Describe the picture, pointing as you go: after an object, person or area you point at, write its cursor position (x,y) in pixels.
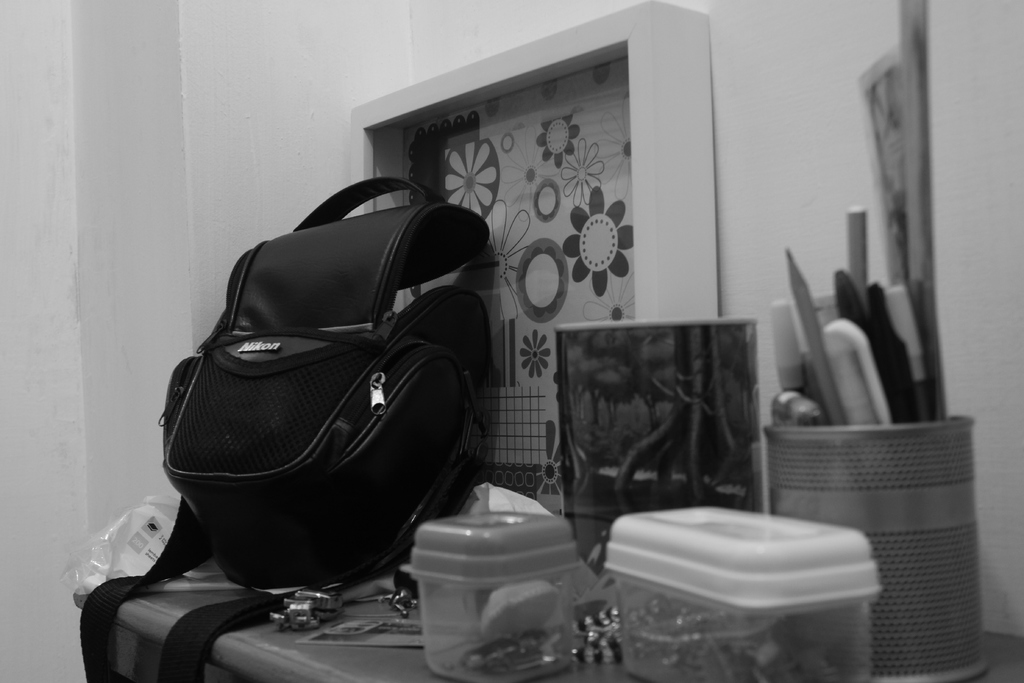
In this picture we can see a bag (321,428), few boxes (456,549), plastic cover (134,531) and other things (540,489) on the table (355,597), and also we can find a wall (724,164).
